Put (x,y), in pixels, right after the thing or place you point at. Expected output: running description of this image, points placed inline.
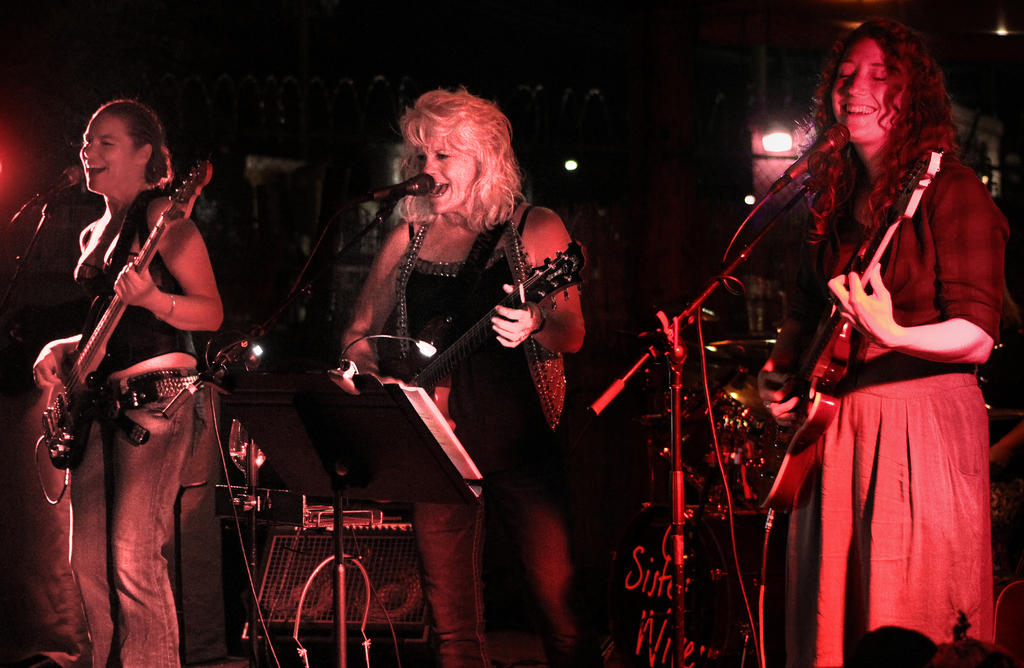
In this picture we can see three women (184,255) holding guitars (834,355) in their hands (60,358) and playing it and singing on mics (423,174) and in background (658,215) we can see light (780,140) and it is dark.
